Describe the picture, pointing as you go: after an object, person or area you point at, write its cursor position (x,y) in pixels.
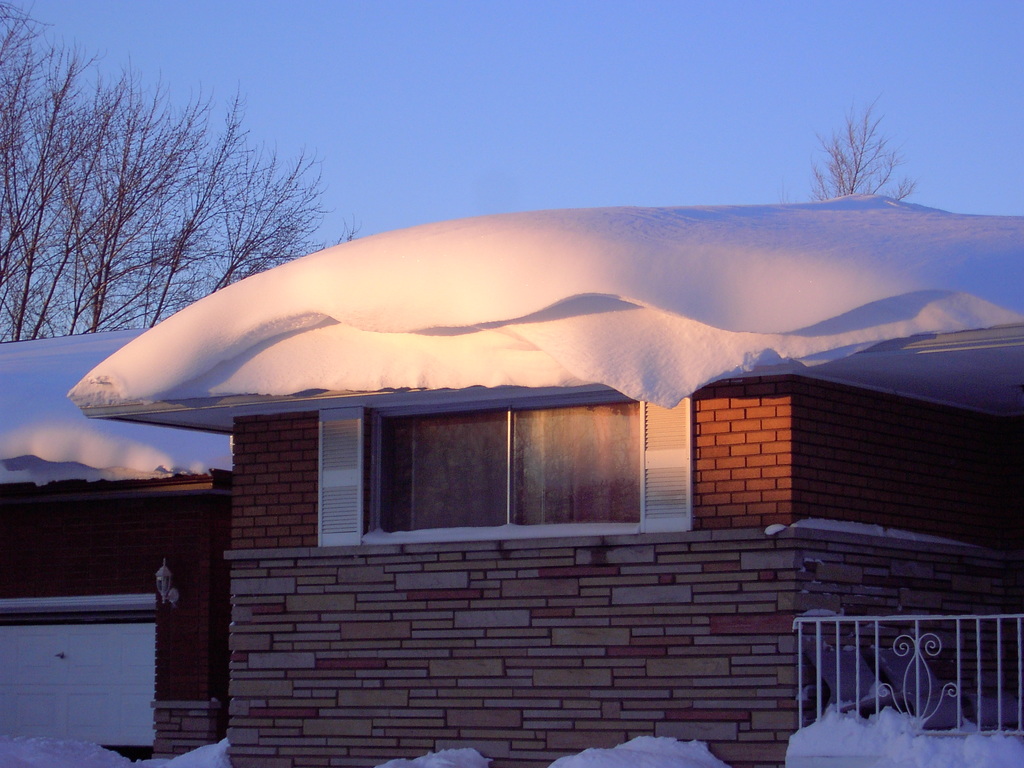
In this picture we can see few houses (421,449), trees (214,257) and snow (406,382), at the right bottom of the image (837,673) we can see few metal rods (957,635).
